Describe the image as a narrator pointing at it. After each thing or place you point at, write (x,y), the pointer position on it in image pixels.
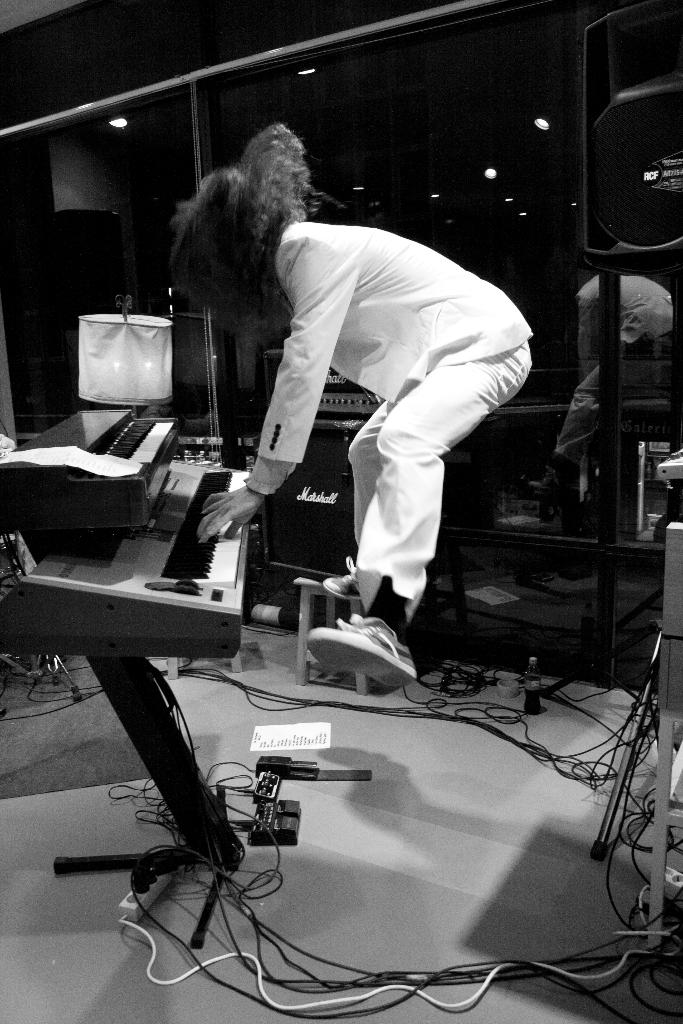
In this picture there is a man (456,375) wearing white color suit (413,410) is jumping in the air and playing the piano (224,535). Behind there is a glass mirror (524,500) and on the bottom (541,975) ground (214,948) side there are some cables (635,861) and extension box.
